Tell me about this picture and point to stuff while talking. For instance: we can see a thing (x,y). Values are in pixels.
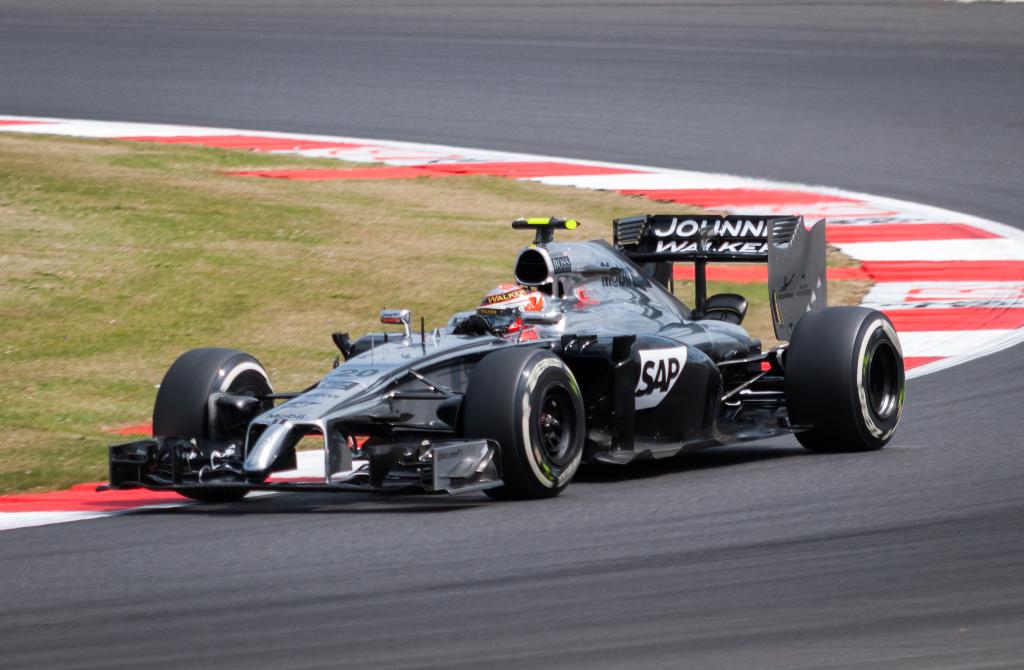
In the image there is a racing car (662,302) on an empty road (418,528) and behind that car (421,366) there is a grass surface (237,284).
